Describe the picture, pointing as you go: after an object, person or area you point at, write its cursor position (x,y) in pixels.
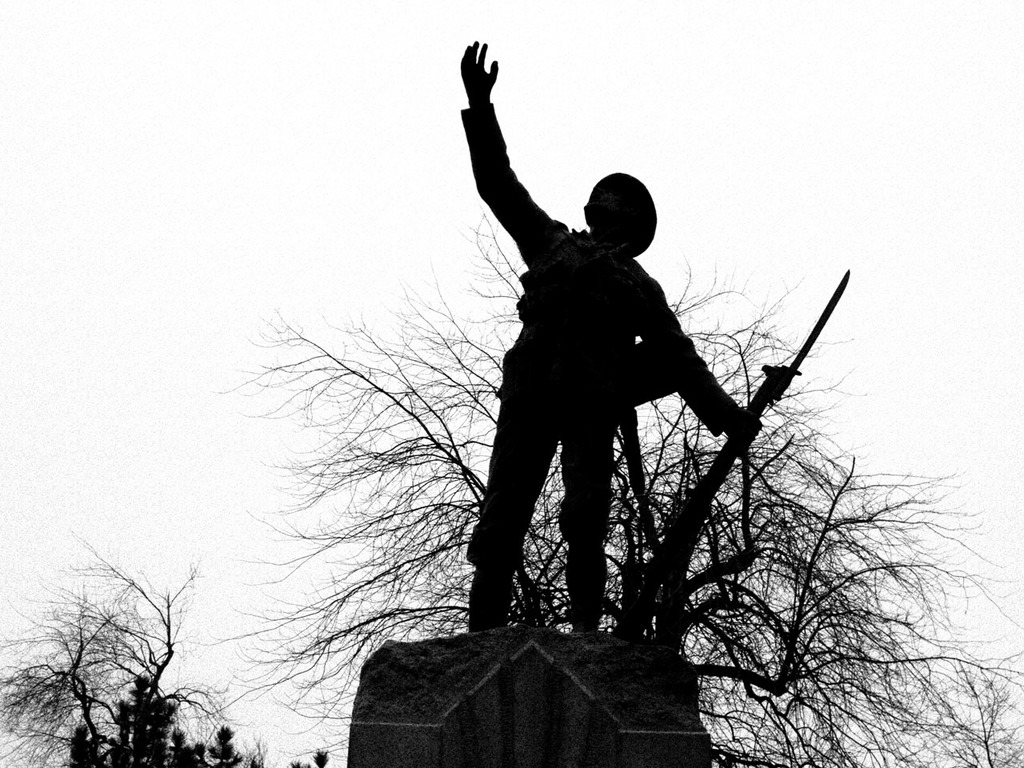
In this picture there is a statue (569,368) of a person (610,383) holding a gun (681,518) in his hand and there are few dried trees (422,544) behind it.
